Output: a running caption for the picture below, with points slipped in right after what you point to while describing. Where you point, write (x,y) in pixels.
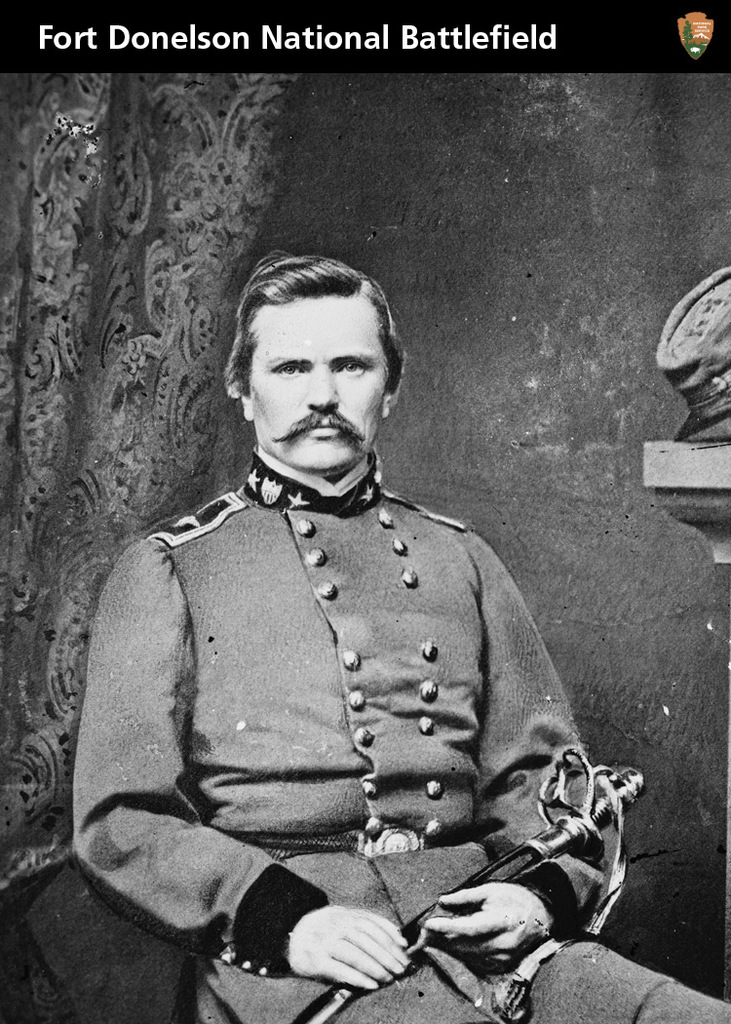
In this image I can see a man (90,665) in a uniform (200,915). This man (351,906) is holding a sword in his hand (327,961).
